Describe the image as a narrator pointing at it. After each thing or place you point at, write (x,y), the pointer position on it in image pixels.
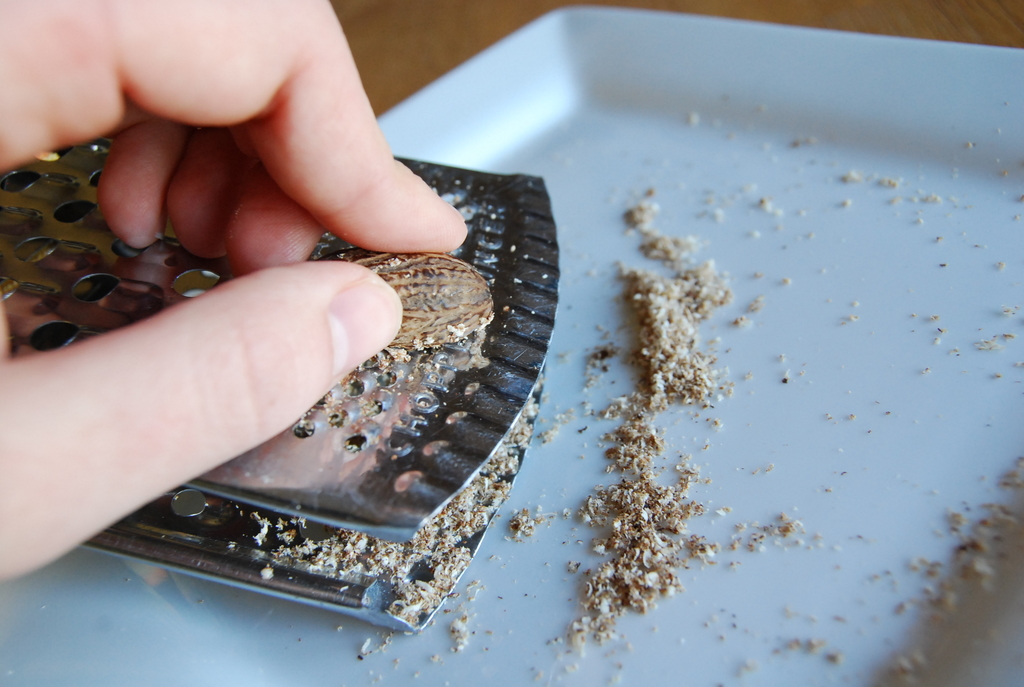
In this image the person (347,296) is grating nutmeg (447,298) which is in the center (429,296) and there is a white colour plate (604,111).
